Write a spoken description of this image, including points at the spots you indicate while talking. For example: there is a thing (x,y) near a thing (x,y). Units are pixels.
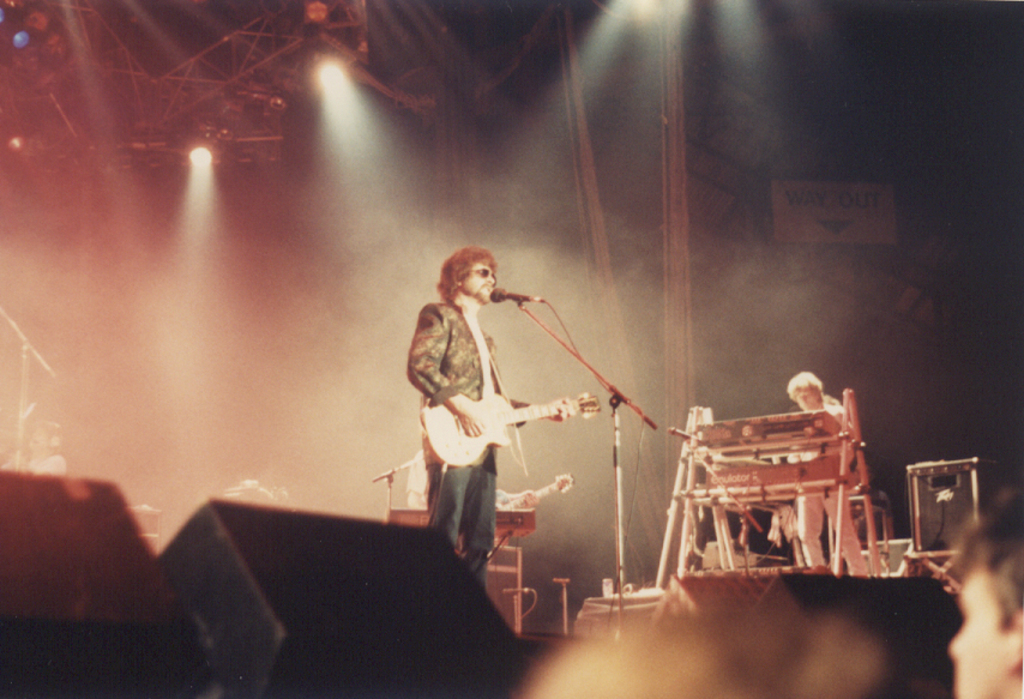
This picture shows a man (492,388) standing and holding a guitar (457,453) in his hand (457,396) and we see a microphone (520,304) in front of him and we see a man (801,546) playing piano (827,434) and we see other man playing guitar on his back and we see few lights (355,91) on the roof (388,87) and audience (560,655) watching.
